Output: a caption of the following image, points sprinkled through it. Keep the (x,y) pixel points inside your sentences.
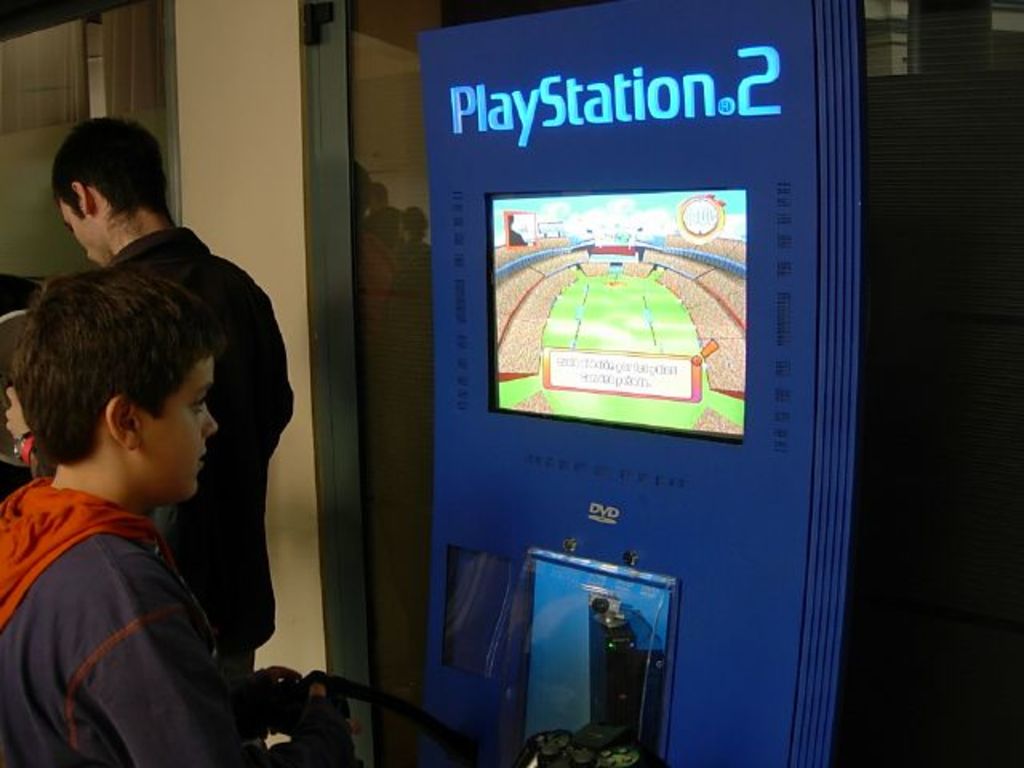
In this image there is a boy (23,506) holding a joystick (295,693) in his hand (312,690). Before him there is a playstation (559,353) having a screen (542,363). Left side (214,602) there is a person (222,518) standing. Background (369,197) there is a glass wall (361,237) having the reflection (378,303) of few people (384,268).
